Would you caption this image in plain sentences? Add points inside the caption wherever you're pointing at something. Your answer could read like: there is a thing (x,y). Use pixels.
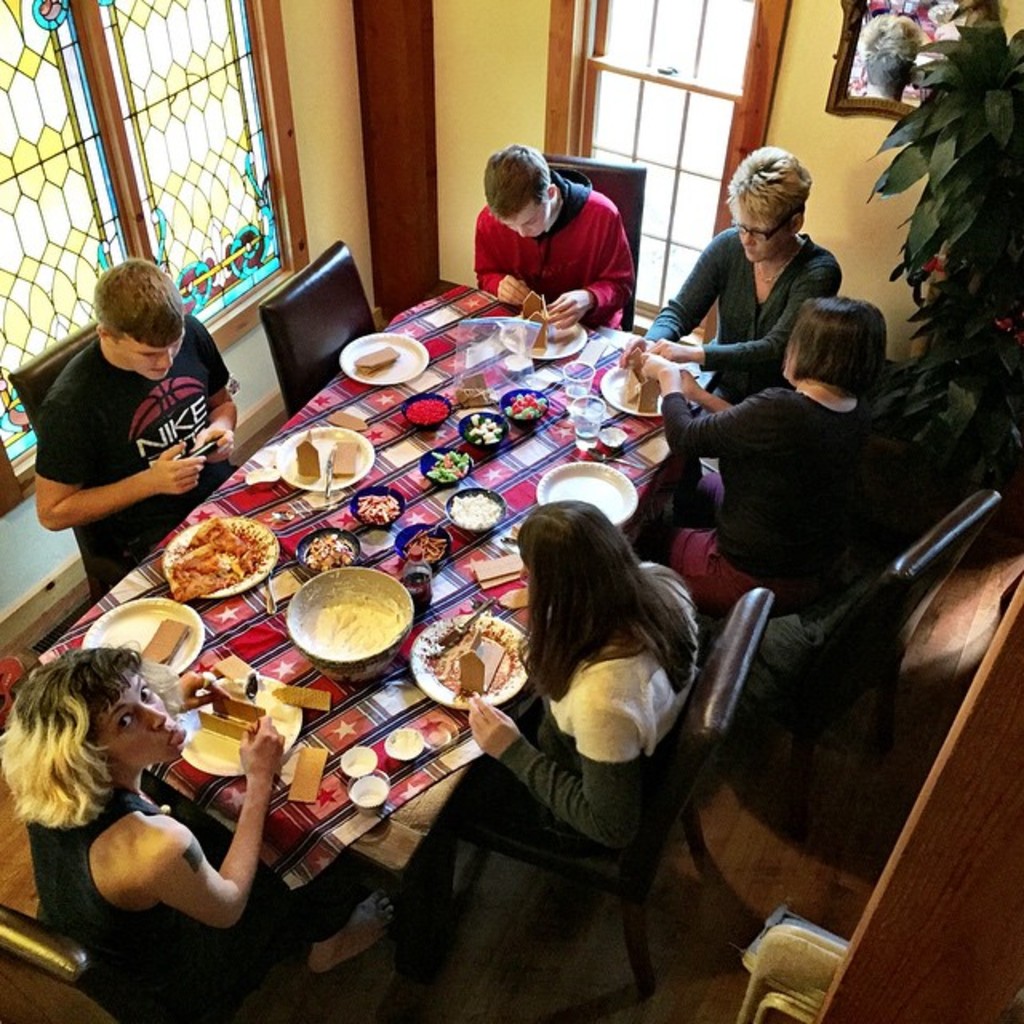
This persons (88,398) are sitting on a chair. In-front of them there is a table (276,592), on a table (184,592) there is a bowl (394,598), cups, plate (355,477) and food (202,564). Beside this person (813,407) there is a plant (981,264). This are windows (117,173).
